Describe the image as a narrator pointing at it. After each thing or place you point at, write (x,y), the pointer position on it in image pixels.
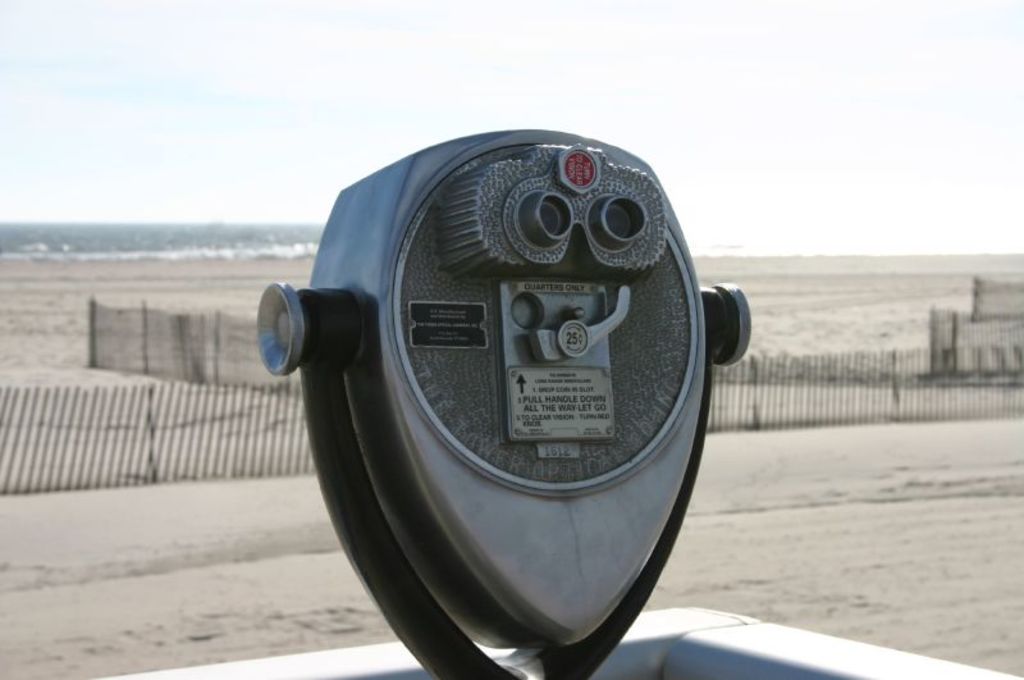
In this picture, it looks like an iron object (526,455). On the iron object (480,358) there are two small boards (444,326) and screws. Behind the object (487,410) there is the fence (731,387), the sky (820,230) and it looks like the sea (169,245).
